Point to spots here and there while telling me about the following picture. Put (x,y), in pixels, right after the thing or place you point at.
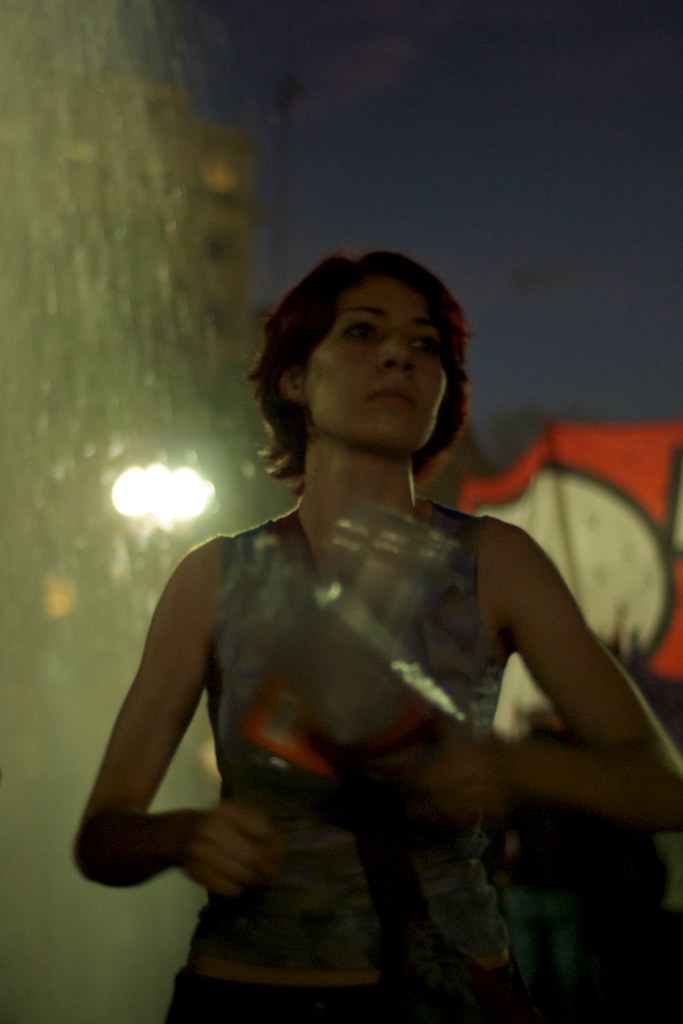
There is a woman (302,548) standing and holding object (336,699). On the background (156,284) we can see wall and light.
